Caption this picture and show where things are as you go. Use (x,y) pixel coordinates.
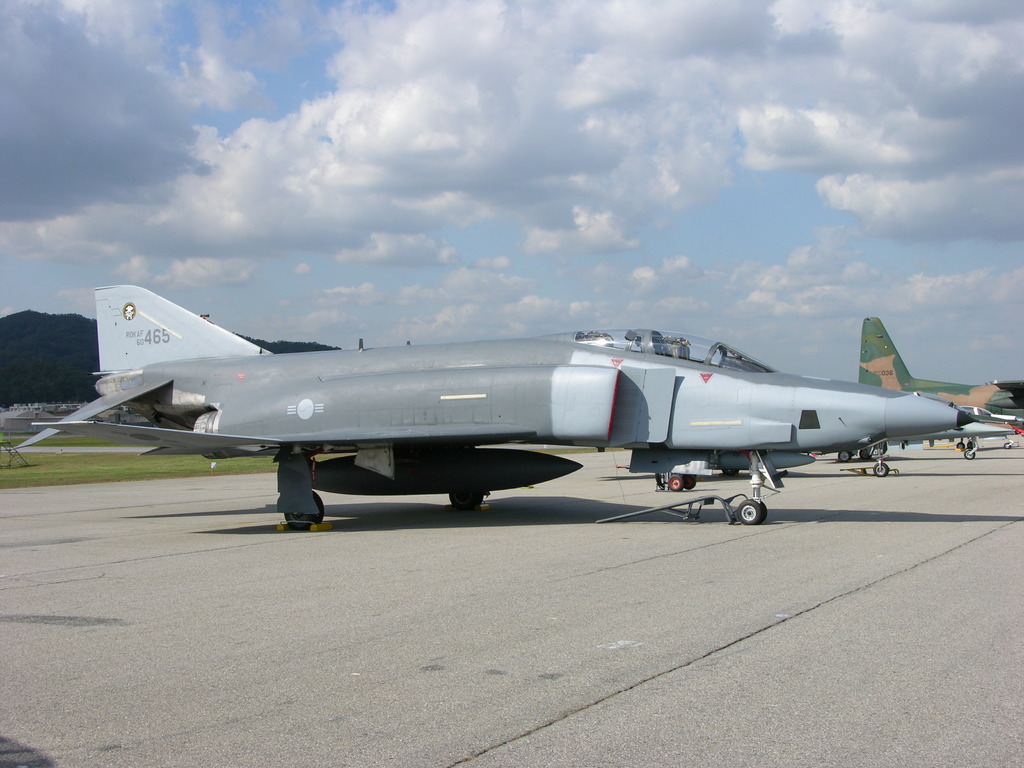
In this image I can see few aircraft (613,447), shadows (708,518) and here I can see few numbers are written. In the background (347,215) I can see the sky (473,288) and clouds (862,186).
